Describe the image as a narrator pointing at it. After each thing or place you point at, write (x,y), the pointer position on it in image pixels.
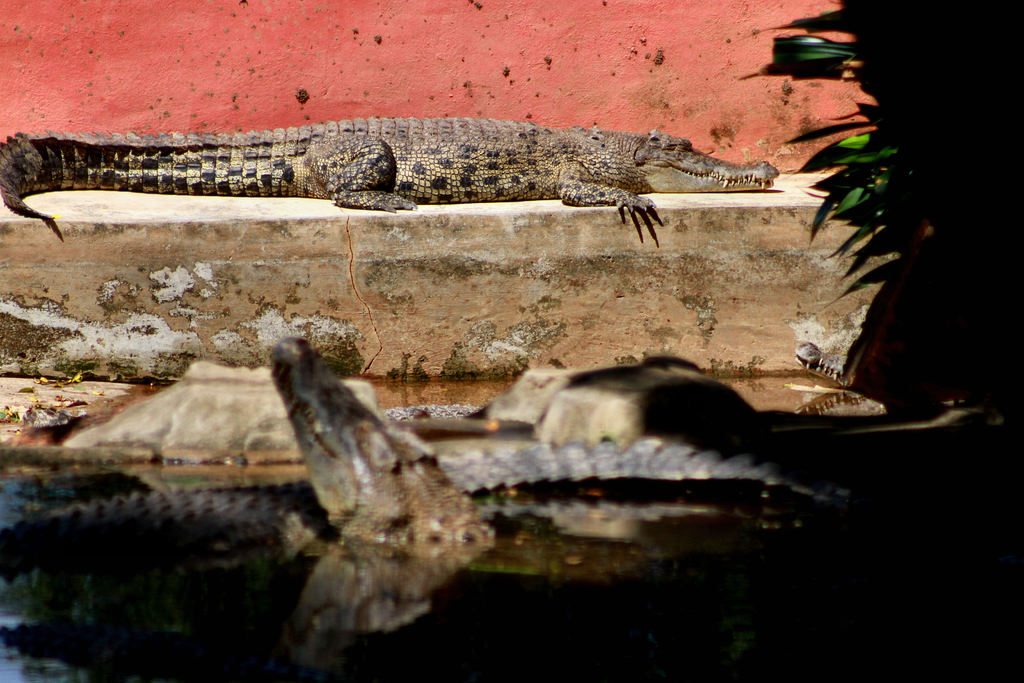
In this image at the bottom (723,538) there is one pond (596,558), and in the pond (375,574) there is one crocodile (432,531) and sand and some rocks (247,427). And in the background (481,290) there is wall (516,212), on the wall (278,225) there is another crocodile (64,181) and on the right side of the image (888,353) there are some plants (907,323) and in the background (423,46) there is wall (442,66).
